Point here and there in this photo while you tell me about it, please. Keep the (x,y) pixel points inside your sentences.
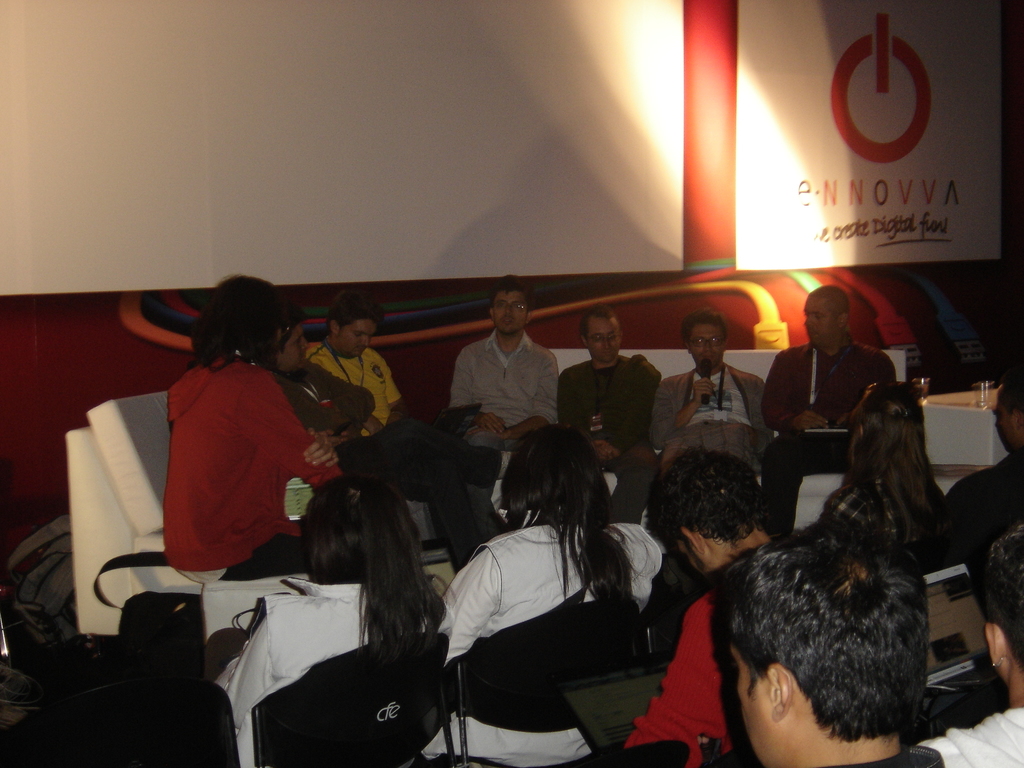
In this image there are many people (526,486) sitting on the chairs (508,648). In the center (665,390) there is a man (736,385) holding a microphone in his hand (703,383). To the right (963,397) there is a table (971,425). There are glasses (980,404) on the table (971,441). Behind them there is a wall (657,325). There are boards (384,160) hanging on the wall (717,150). To the left (60,595) there are bags (34,581) on the floor (107,648).
